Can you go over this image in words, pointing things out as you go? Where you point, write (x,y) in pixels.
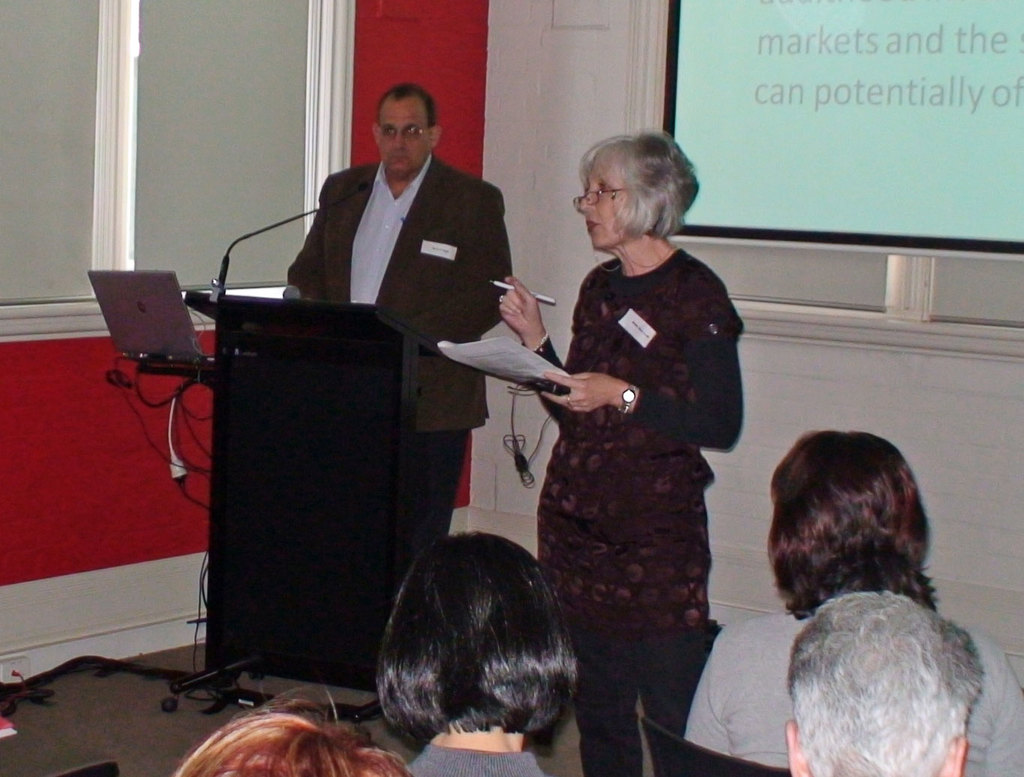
There are people (882,684) seated in a room (420,58). 2 people (431,391) are standing at the back (647,150). There is a microphone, laptop (158,307) and wires (174,394) on the tables (216,391). There are windows (166,115) and a projector display (739,102) at the back (793,131).
